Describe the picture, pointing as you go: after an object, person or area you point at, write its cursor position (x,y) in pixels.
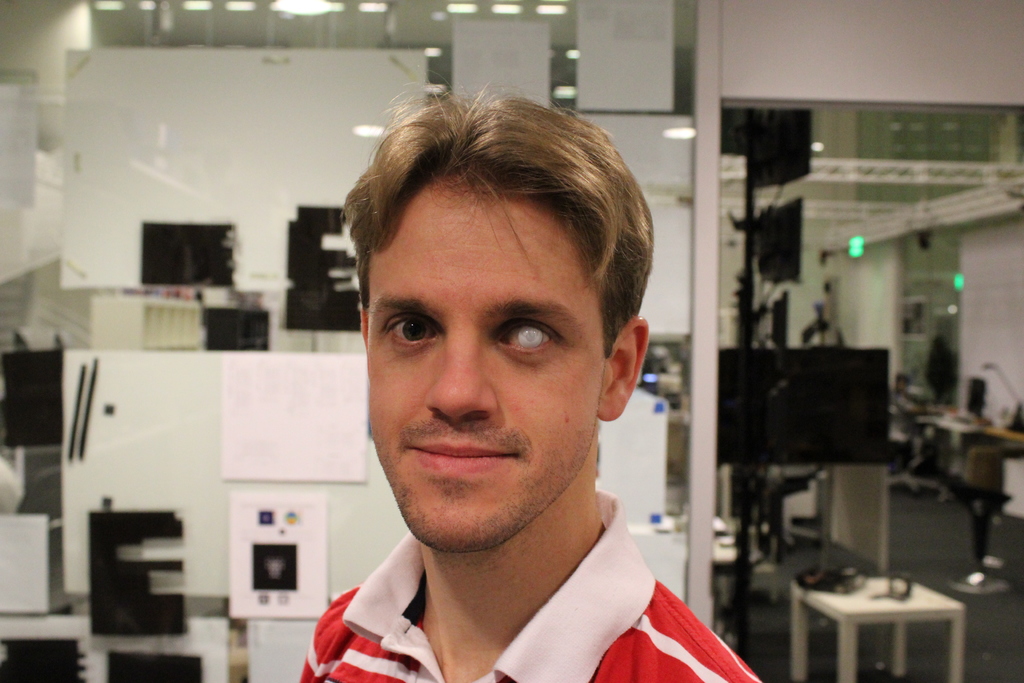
In this image there is a person (507,232), and in the background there are some machines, stool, lights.
